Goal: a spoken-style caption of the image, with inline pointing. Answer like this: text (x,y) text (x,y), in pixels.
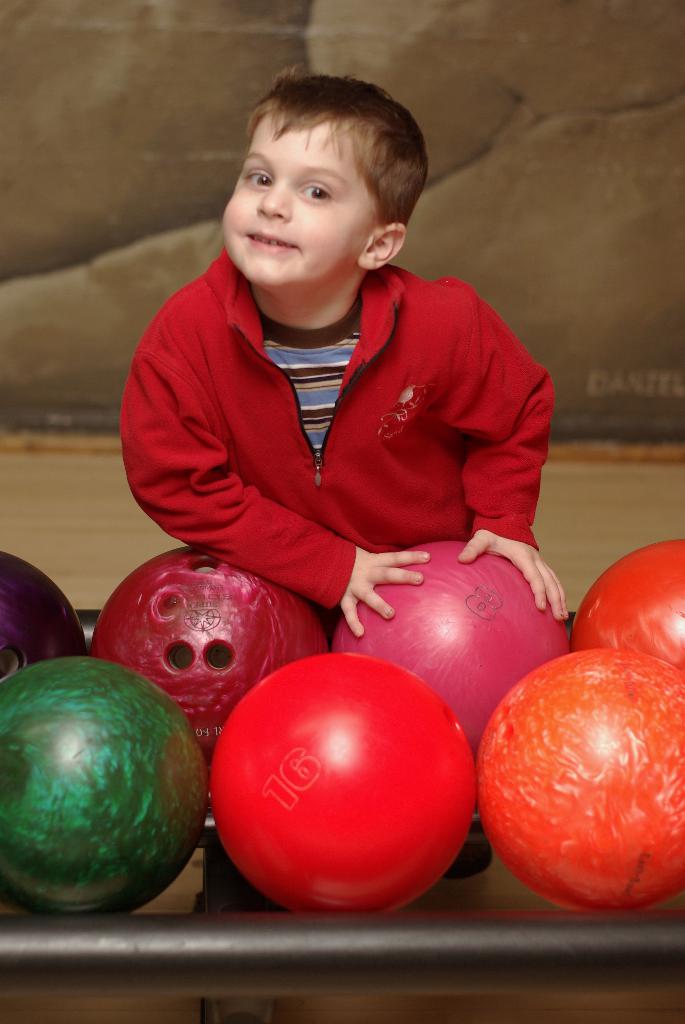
In the center of the image (264,450) we can see a boy (307,334) standing and smiling, before him there are bowling balls (368,788) placed on the table (330,948).
